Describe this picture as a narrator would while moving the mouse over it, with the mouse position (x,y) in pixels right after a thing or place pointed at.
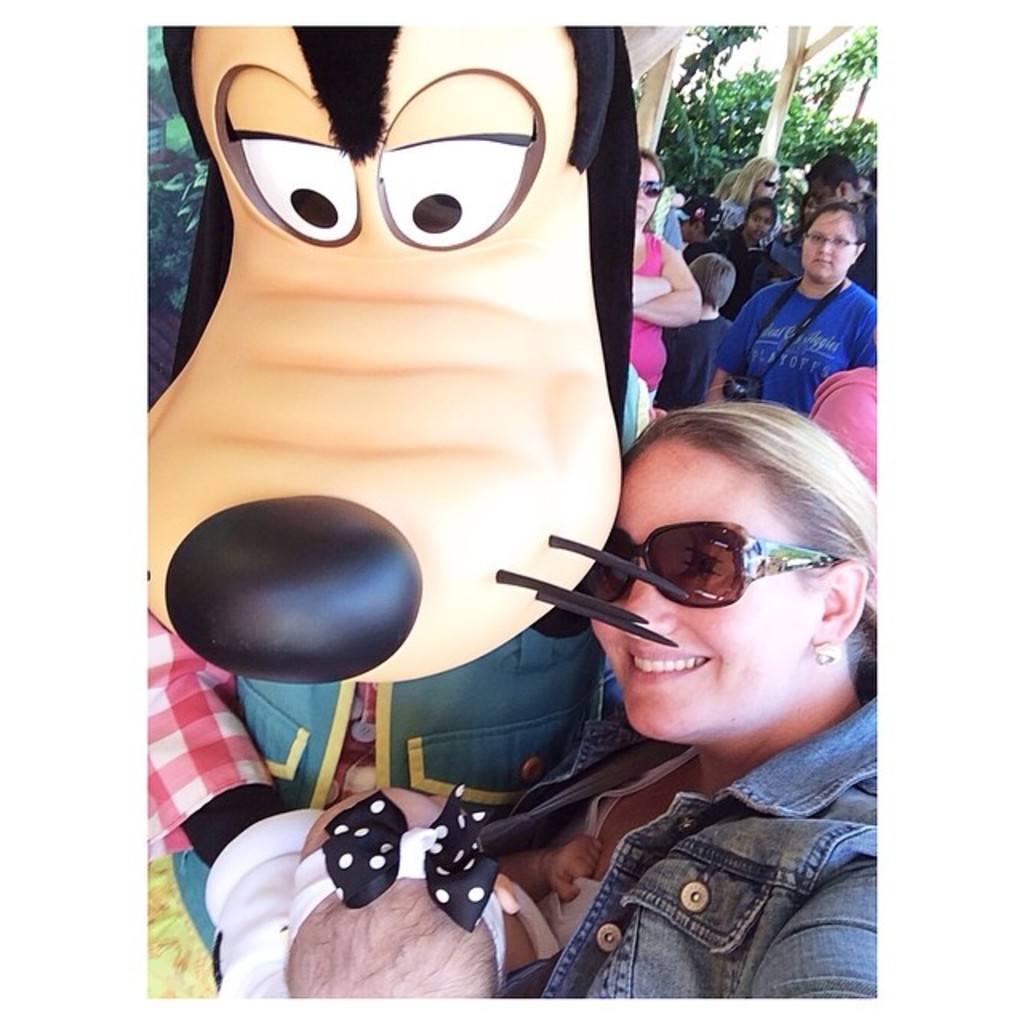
In this picture I can see a mascot (366,701), a woman (759,600) carrying a baby (412,871), and in the background (862,285) there are group of people (858,253), plants (787,145).
